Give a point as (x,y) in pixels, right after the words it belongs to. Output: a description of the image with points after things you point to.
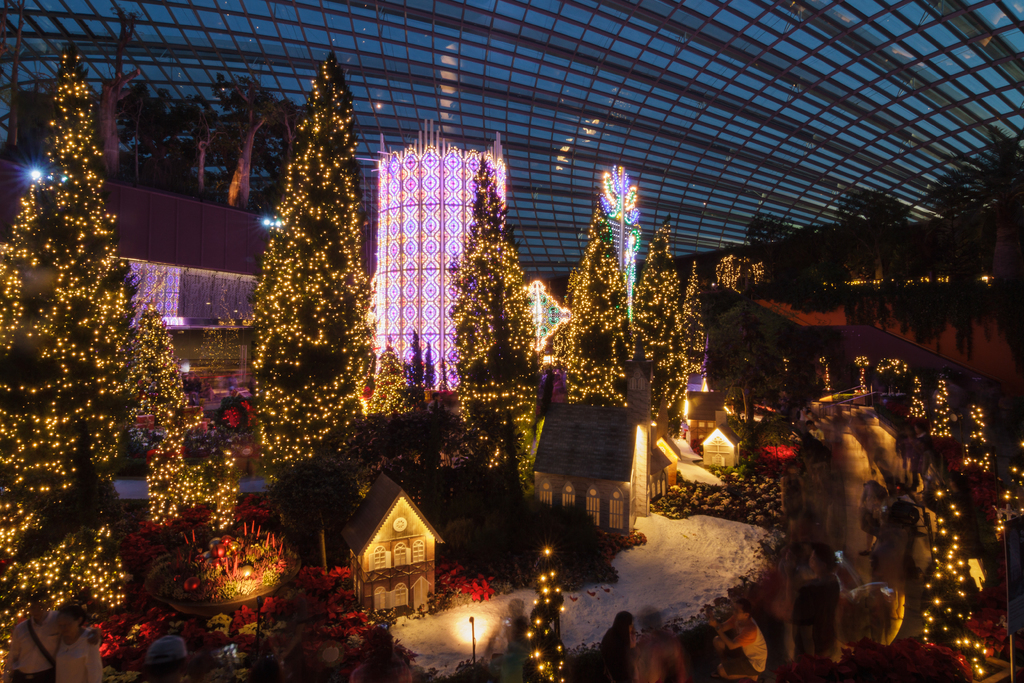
In this image we can see a group of trees (577,387) and buildings (555,414) decorated with lights (342,375). We can also see some houses (396,599) with roof (383,493) and windows (382,591), street poles (473,622), some plants (453,577) with flowers (351,604) and a roof (673,197). On the bottom of the image (384,645) we can see a group of people (812,582) standing.
